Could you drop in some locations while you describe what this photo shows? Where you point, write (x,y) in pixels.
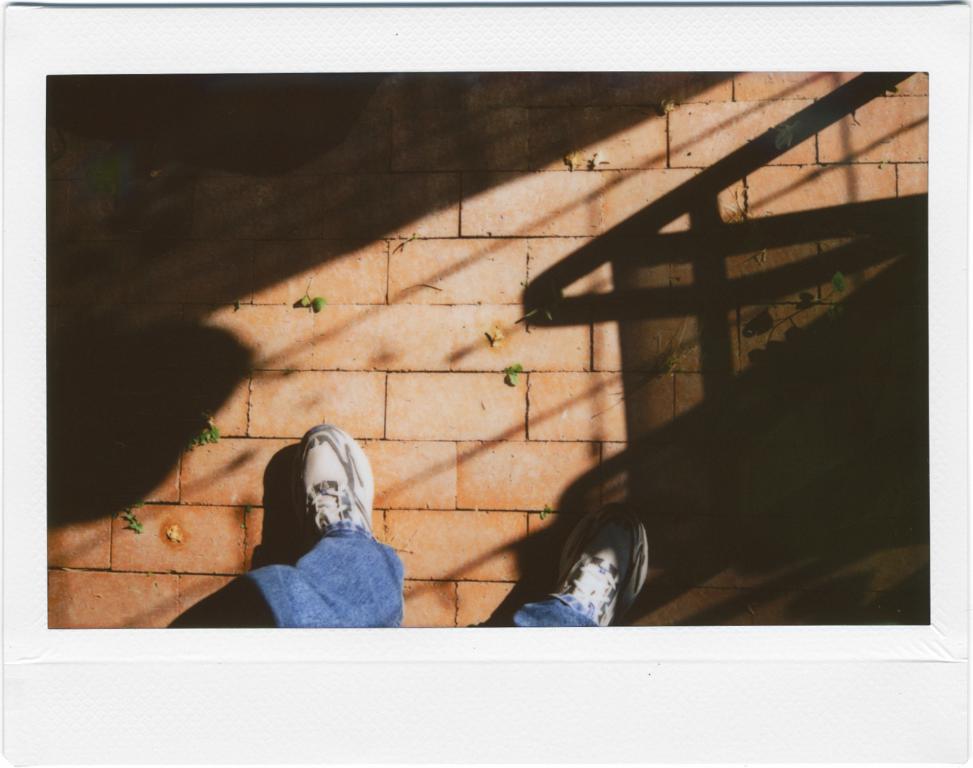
In this image we can see legs (538,613) of a person (570,577) with shoes (320,492). On the floor (403,368) there are leaves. Also we can see shadows (532,227).
